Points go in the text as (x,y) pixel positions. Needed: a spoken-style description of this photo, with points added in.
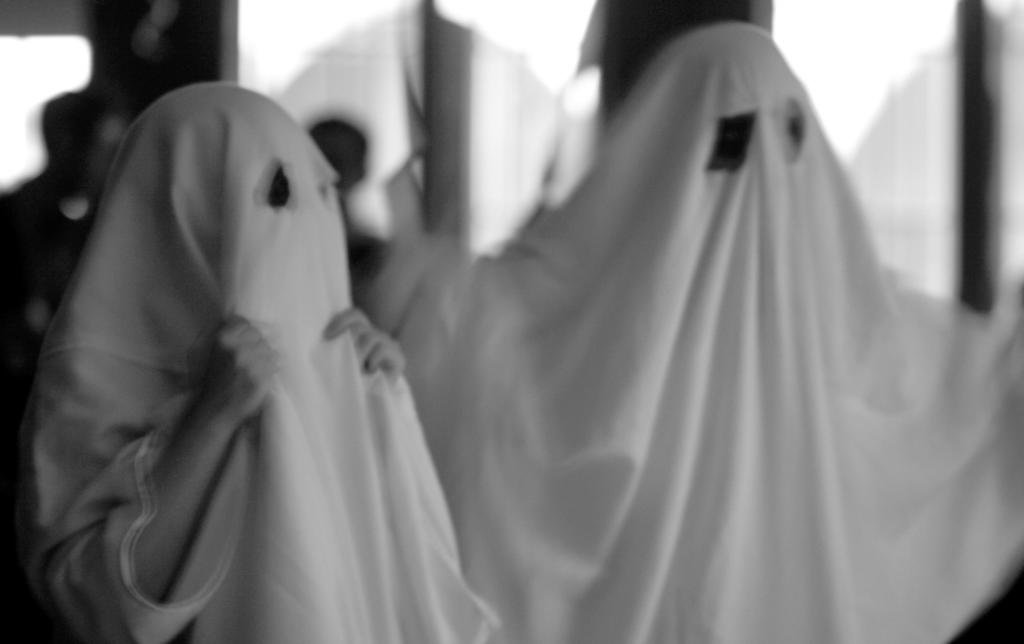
In this image in the foreground (246,104) two persons (203,134) wearing mask (273,303), in the background (957,103) it might be the wall (118,124) and in front of wall (338,105) I can see persons (71,101) visible on the left side (71,101).
